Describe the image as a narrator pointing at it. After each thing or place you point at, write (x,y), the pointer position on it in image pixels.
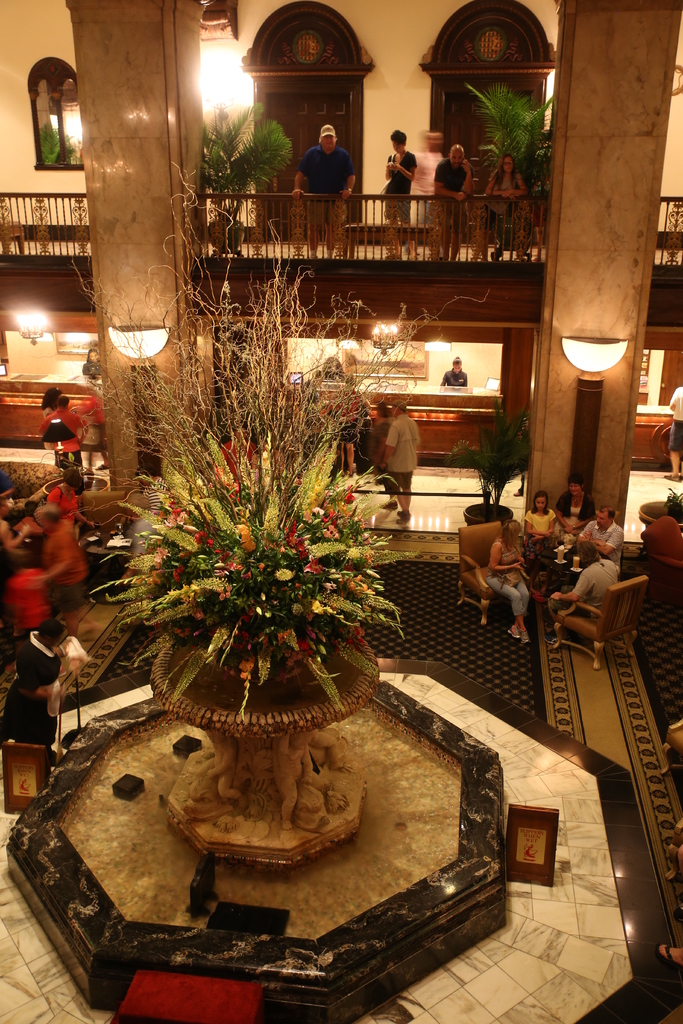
In this image we can see the inner view of a building (677,358) and there are some people (676,962) and among them few people (398,420) are standing. We can see an object (329,752) in the middle of the image (342,649) and it looks like a large flower vase (304,421) and there are some potted plants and we can see some lights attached to the wall (555,167).
